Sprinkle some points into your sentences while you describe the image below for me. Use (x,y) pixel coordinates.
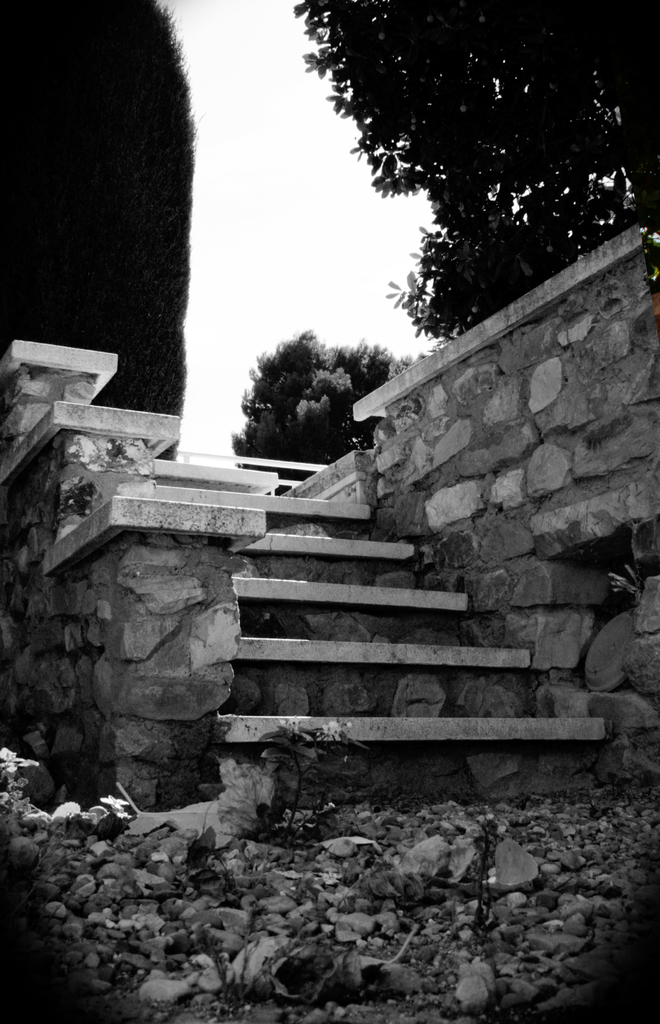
This is a black and white image. In this image, in the middle (329,534), we can see a staircase (435,744). On the right side (628,339), we can see a wall (529,523) which is made of stones (564,601), trees (581,230). On the left side (131,74), we can also see some trees (35,192). At the top (376,244), we can see a sky (295,315), at the bottom (361,861), we can see a land (361,861) with some stones (438,971).
